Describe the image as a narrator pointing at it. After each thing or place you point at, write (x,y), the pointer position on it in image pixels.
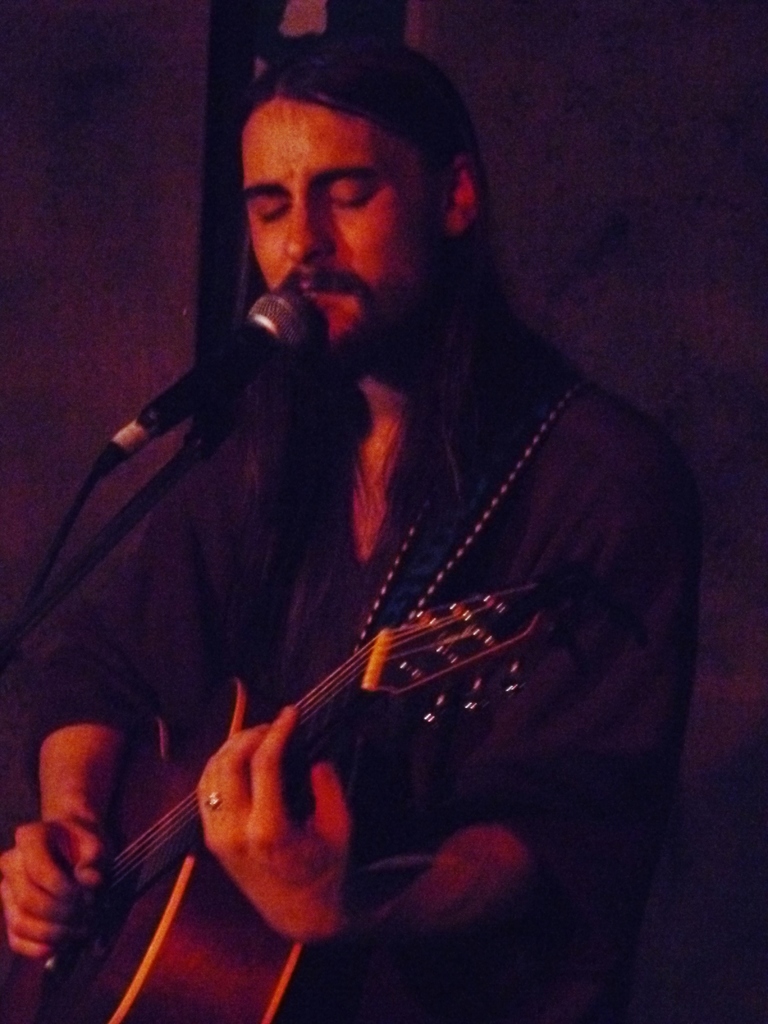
In the image we can see there is a person (346,495) who is standing and holding guitar (158,975) in his hand (340,821) and in front of him there is mic (305,335) with a stand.
